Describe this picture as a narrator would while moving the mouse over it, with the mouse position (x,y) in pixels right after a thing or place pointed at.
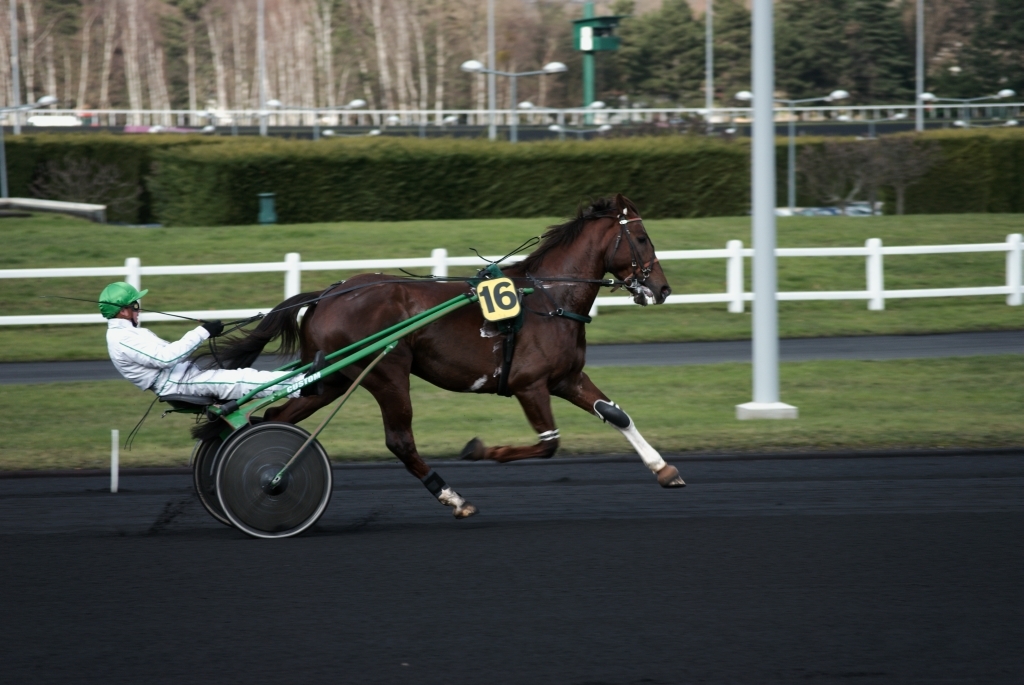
In this picture there is a person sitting and riding the horse (551,400). At the back (1022,280) there is a railing (292,275) and there are trees (1004,64) and there are street lights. At the bottom (687,605) there is a road (1004,560) and there is grass (713,327).
